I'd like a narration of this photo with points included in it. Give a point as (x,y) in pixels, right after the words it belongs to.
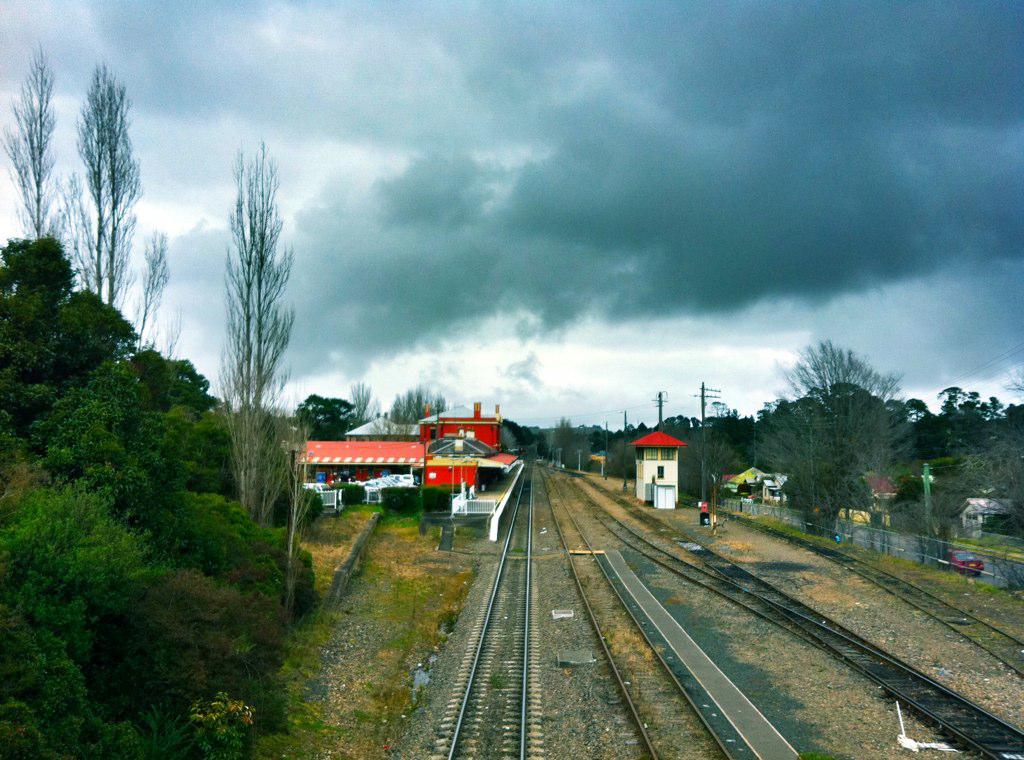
In the foreground of this image (665,687), there are tracks (452,739) and on either side, there are buildings (413,449), poles (706,429), trees (250,461) and there is a vehicle (968,558) moving on the road (934,554). At the top (426,59), there is the sky (466,55) and the cloud (628,45).
